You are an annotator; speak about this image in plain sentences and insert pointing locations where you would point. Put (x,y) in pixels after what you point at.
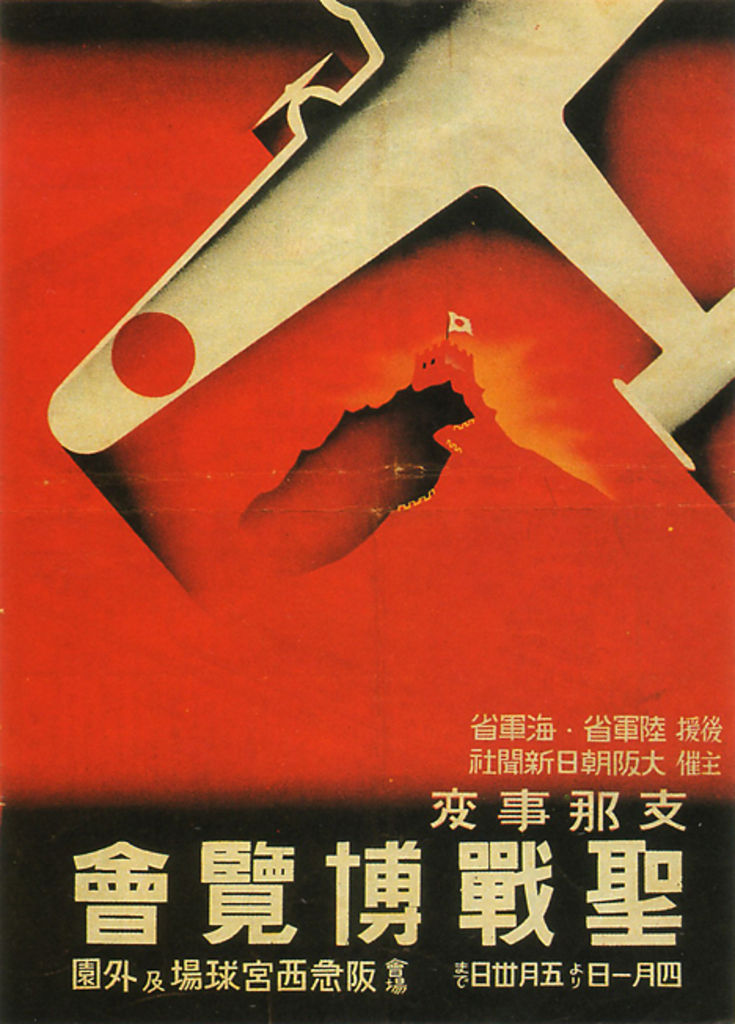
In this image there is a poster (493,605). At the bottom (281,898) there is text (414,904) on the poster (219,910). At the top (311,245) there is a symbol (432,126). In the center of the image (381,521) there is a picture (454,389) of a fort (454,389). There is a flag (446,328) on the fort (446,362).
